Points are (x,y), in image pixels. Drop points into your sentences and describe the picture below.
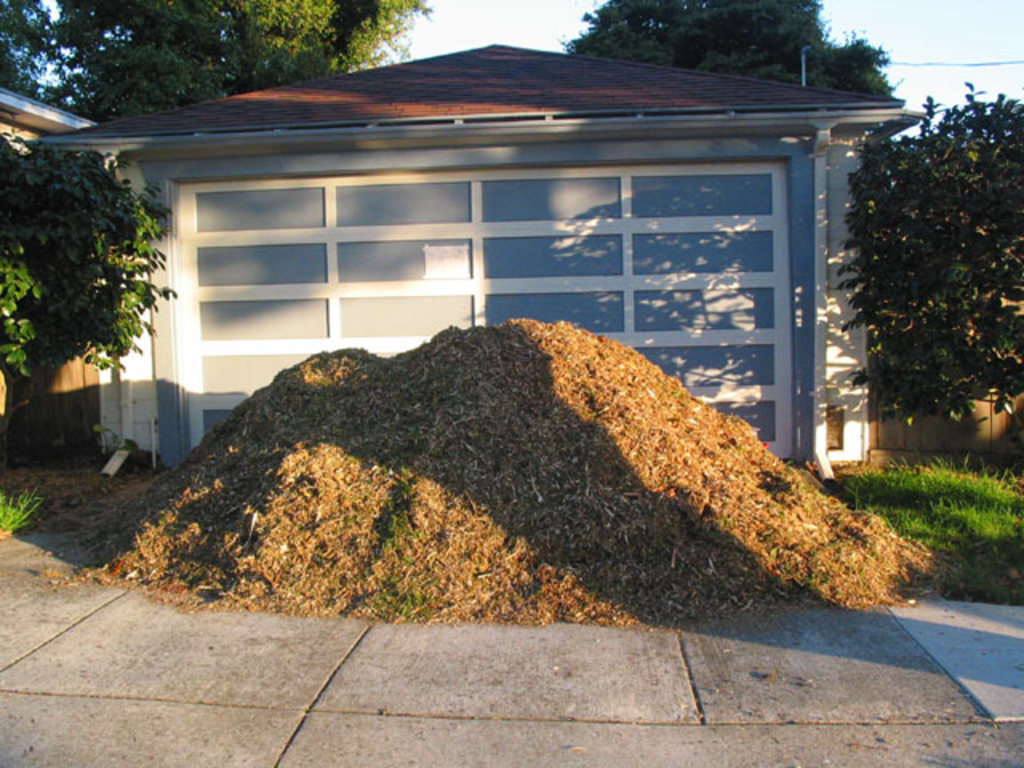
In this picture I can see the path (209,710) in front (83,676) and in the middle of this picture (371,333) I can see the trees (255,56), grass (961,599), a building (852,405) and the pyramid shaped thing (459,439) which looks like soil (470,429). In the background (955,11) I can see the sky (901,51).
